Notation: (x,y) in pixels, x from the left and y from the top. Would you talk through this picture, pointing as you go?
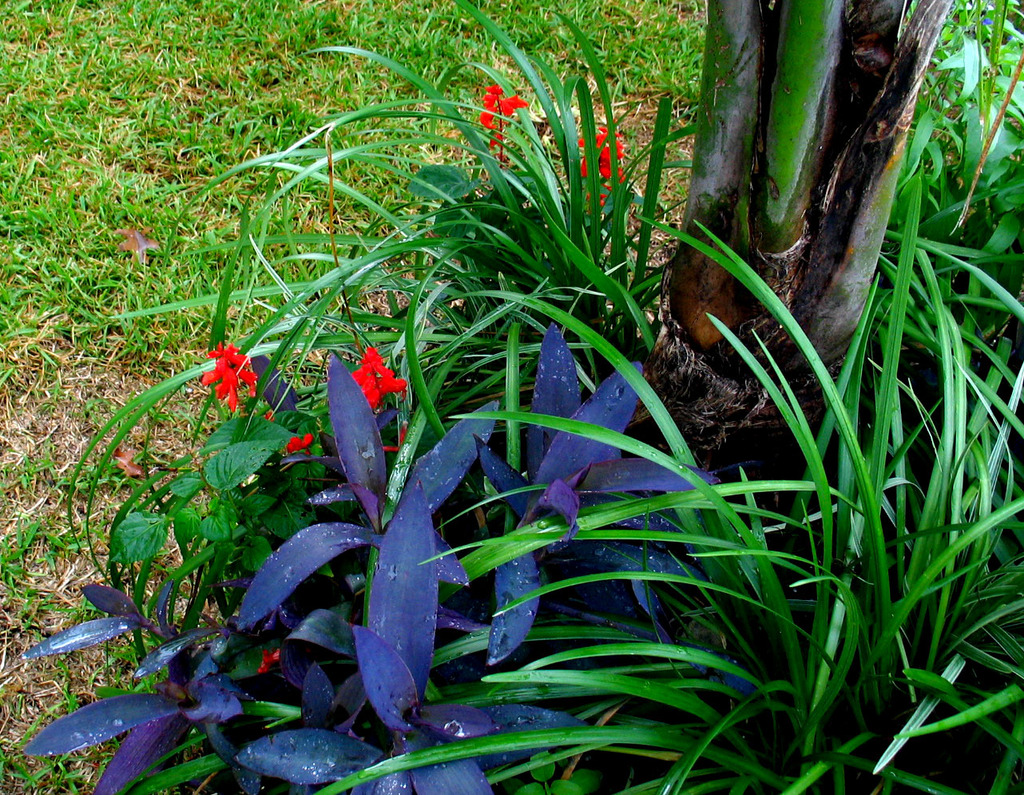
In this image in the foreground (471,629) there are some plants (463,367) and flowers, and in the background (210,177) there is grass (305,99) and on the right side (759,144) there is one tree (723,149).
